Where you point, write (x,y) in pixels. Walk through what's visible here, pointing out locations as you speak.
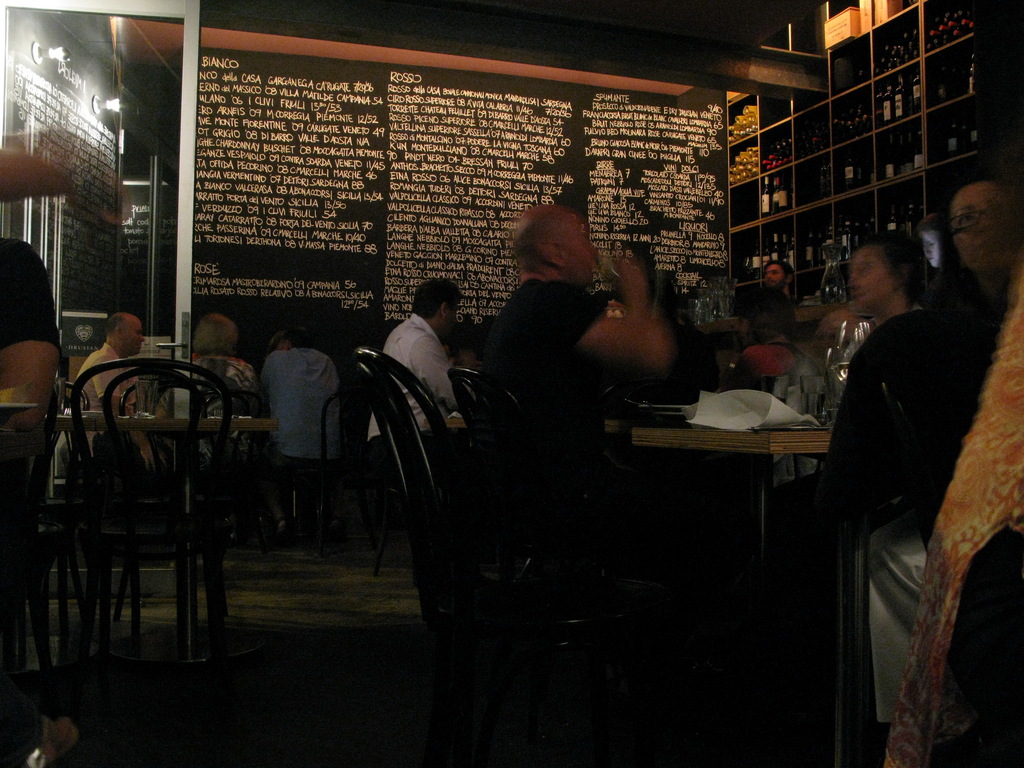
In this picture there are a group of people (576,284) sitting and there they are some wine bottle (901,153) kept in the shelf (883,190) and is also a board (358,156), something written on it and on the left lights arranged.
